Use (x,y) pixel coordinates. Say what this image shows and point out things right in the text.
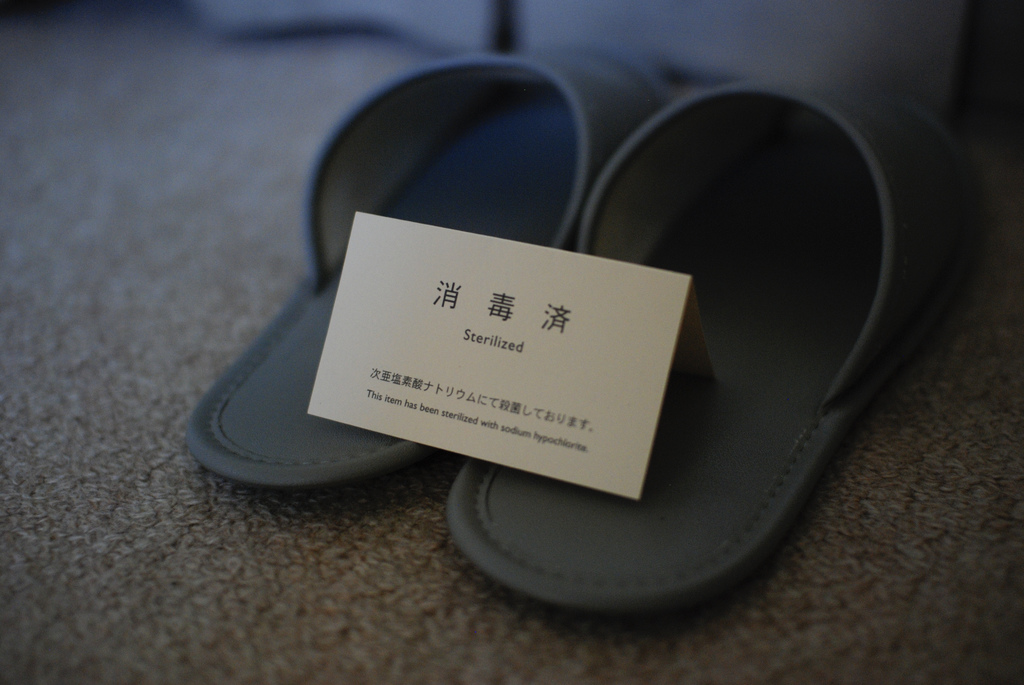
In this image I can see card (537,373) on the footwear (541,508) which is on the carpet (51,625).
